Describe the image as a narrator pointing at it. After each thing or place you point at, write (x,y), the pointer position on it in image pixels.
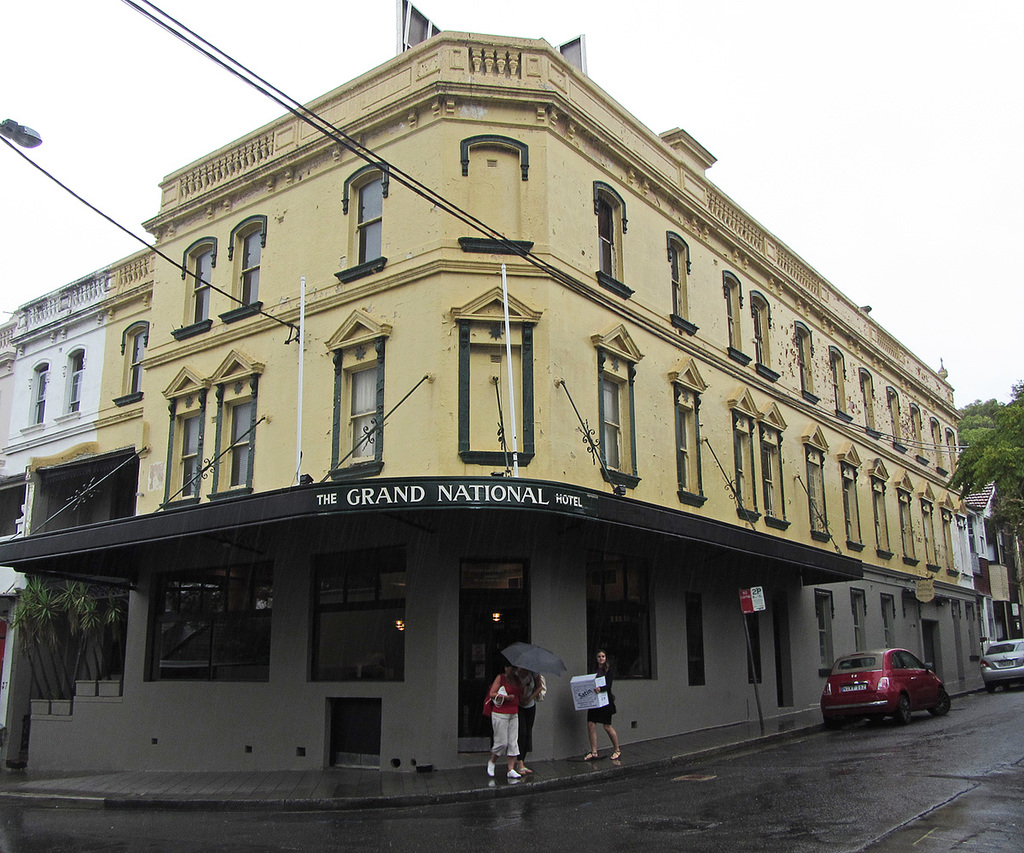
This is an outside view. Here I can see a building (507,531). On the right side (931,668) there are two cars (906,706) on the road (910,765) and also there is a tree (994,443). Here I can see three persons (502,711) are standing on the footpath (410,791). One person (507,724) is carrying a bag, another person (524,714) is holding an umbrella (525,664). At the top of the image (835,91) I can see the sky (881,146).
